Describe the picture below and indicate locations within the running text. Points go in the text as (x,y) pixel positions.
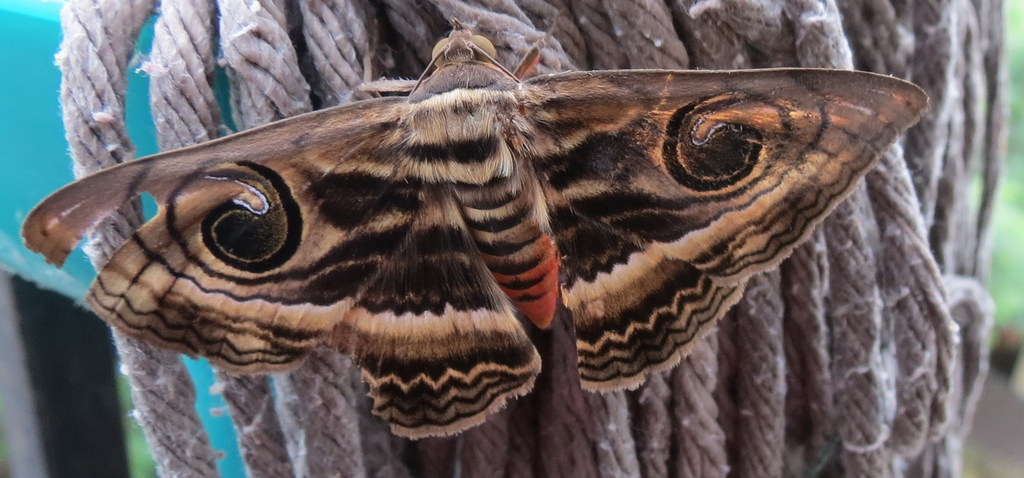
In this picture we can see the moth (457,242), which is on the rope (971,325).
